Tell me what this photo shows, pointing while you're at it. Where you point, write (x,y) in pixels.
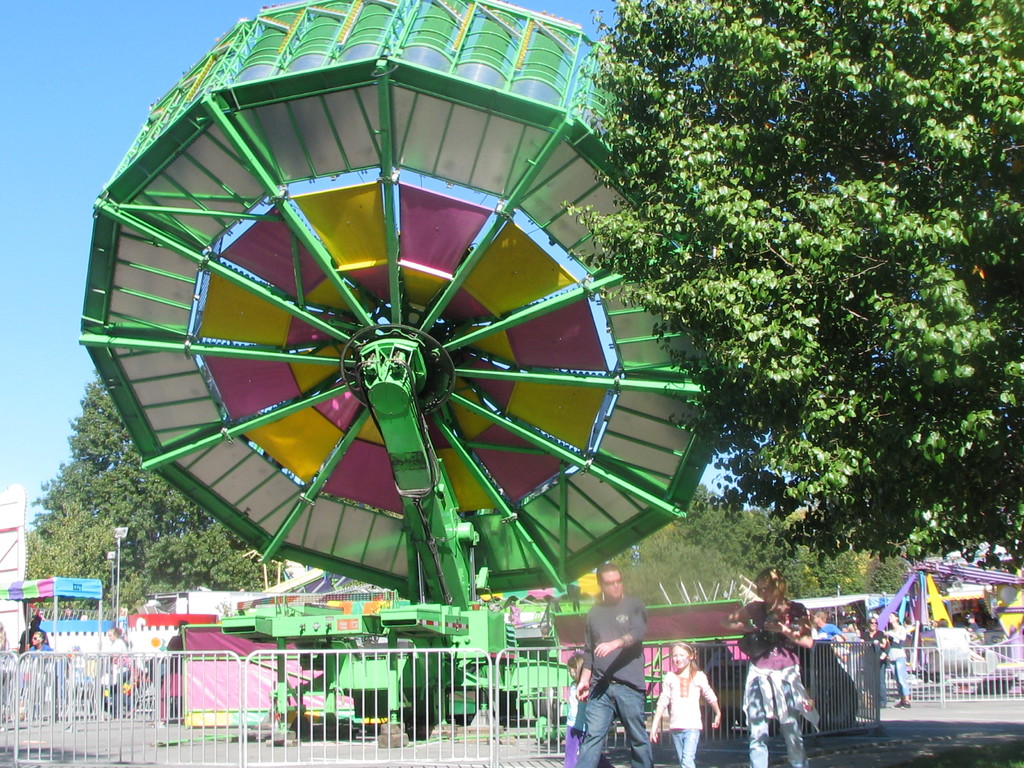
In this image an exhibition. I can also see fence (961,660), trees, people (772,717) some objects (396,621) on the ground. In the background (83,161) I can see the sky (67,139).
